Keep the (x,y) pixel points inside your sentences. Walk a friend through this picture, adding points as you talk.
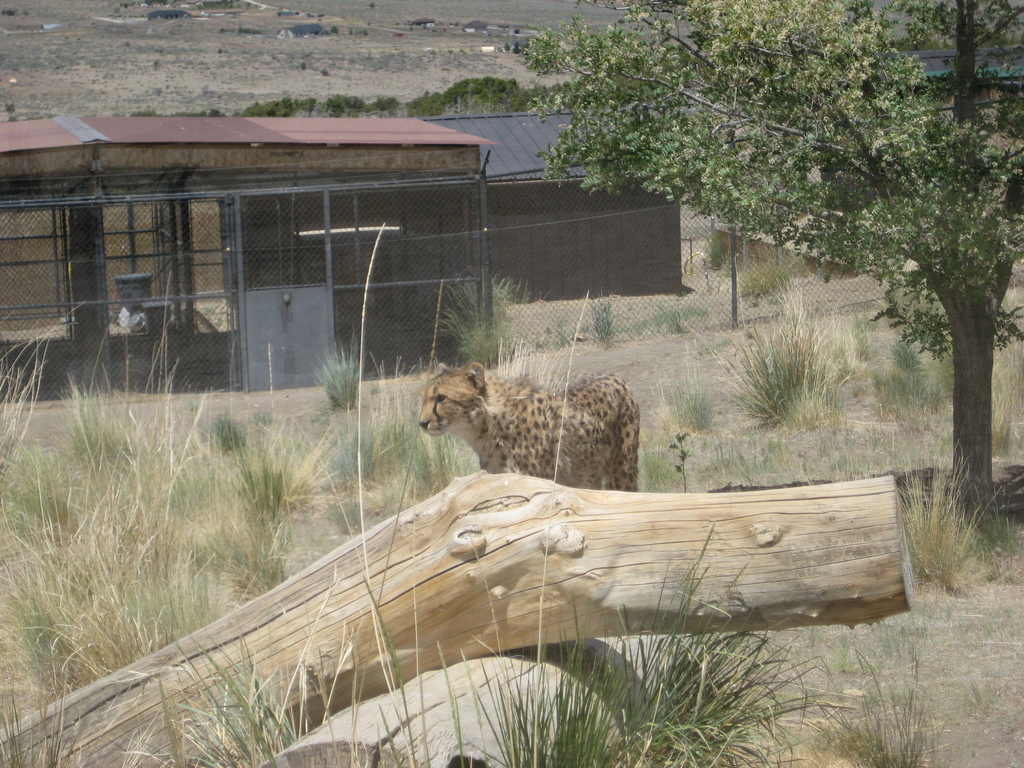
In this image in the center (494,422) there is one cheetah (527,432), and at the bottom (284,570) there is grass (1013,566) and some wooden sticks (676,577). In the background (563,260) there is a house (578,258), light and fence (537,282) on the right side (880,169) there is one tree (940,279) and on the top of the image (269,75) there is sand (308,58) and some trees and houses (170,12).
